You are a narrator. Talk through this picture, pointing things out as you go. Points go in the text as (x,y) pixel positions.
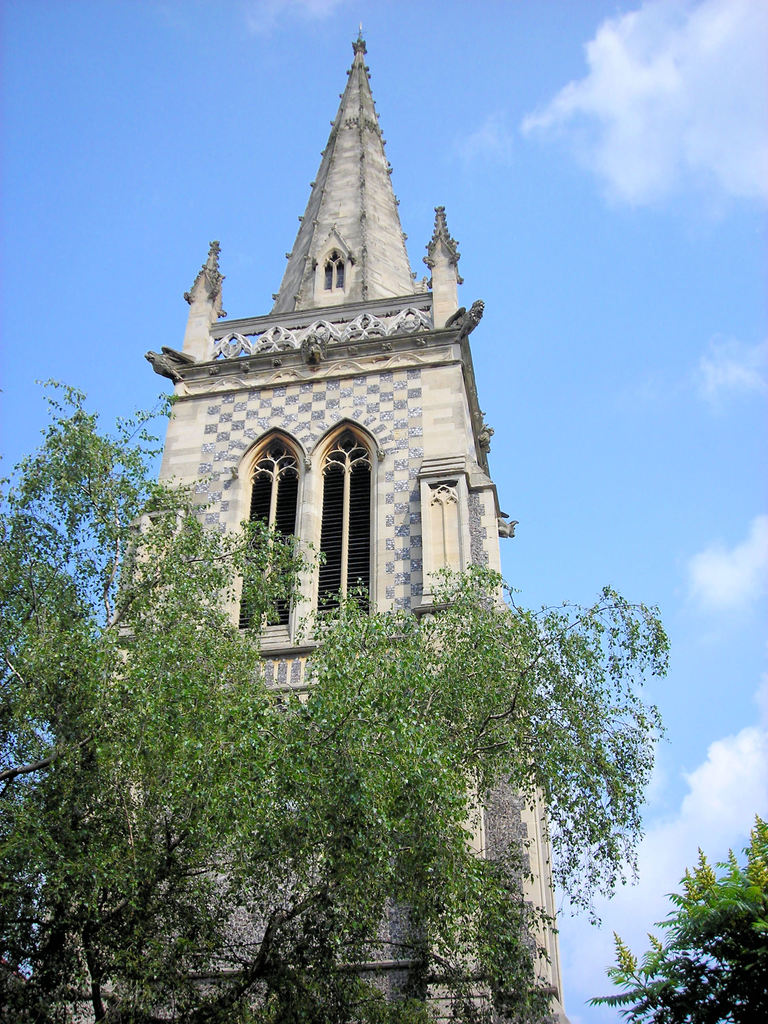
In this image we can see a building (287,678), trees (351,731) and other objects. In the background of the image (736,175) there is the sky (643,72).
